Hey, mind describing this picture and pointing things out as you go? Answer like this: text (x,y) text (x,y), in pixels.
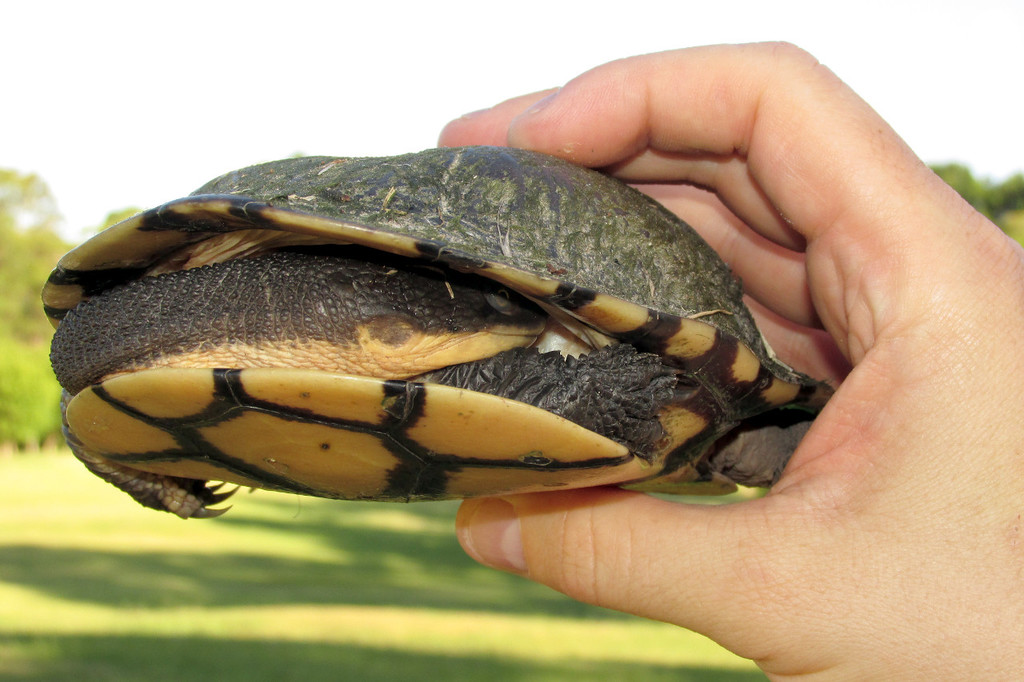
In this image we can see a person (761,554) holding a turtle (491,346) in the hand (815,476). In the background (55,242) we can see trees (51,229), sky (423,41) and ground (347,526).
